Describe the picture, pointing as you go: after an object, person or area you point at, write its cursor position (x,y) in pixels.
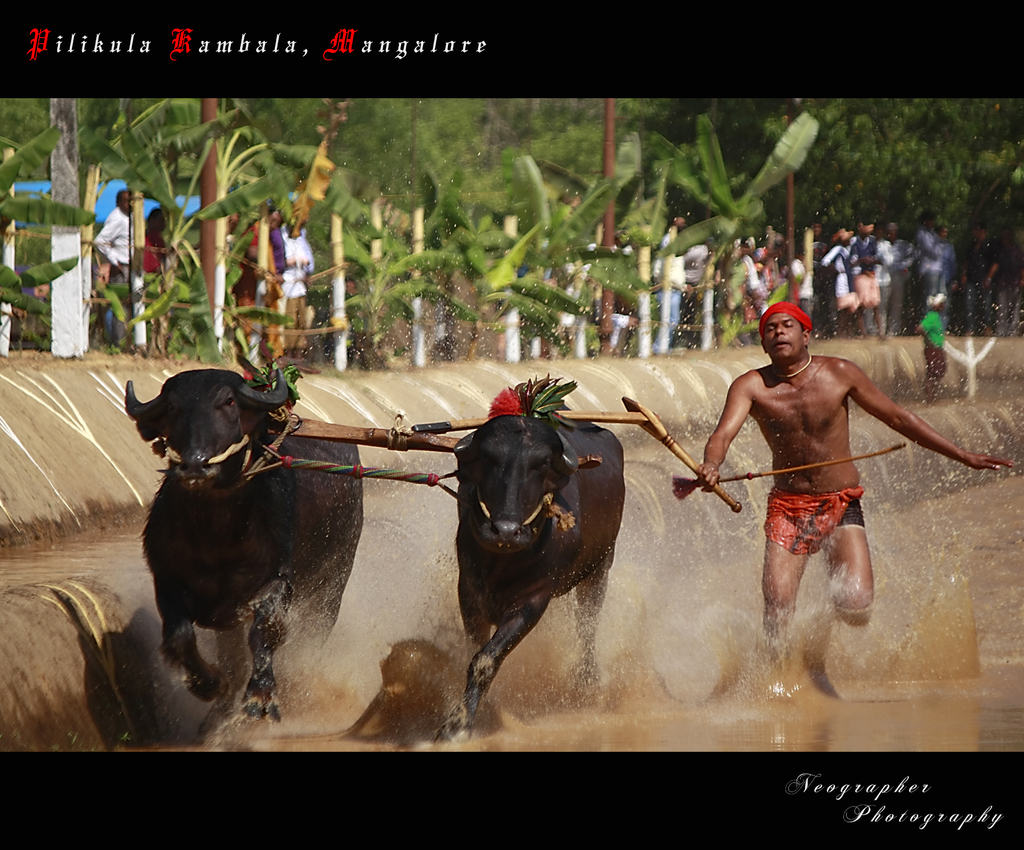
In this image there are two bull (499,481), behind the bulls (511,486) there is a men (784,439), in the bottom right (803,775) there is a text (884,810) written, in the top left (182,32) there is a text (191,50) written, in the background (171,197) there are trees (812,196) and people (773,286).
